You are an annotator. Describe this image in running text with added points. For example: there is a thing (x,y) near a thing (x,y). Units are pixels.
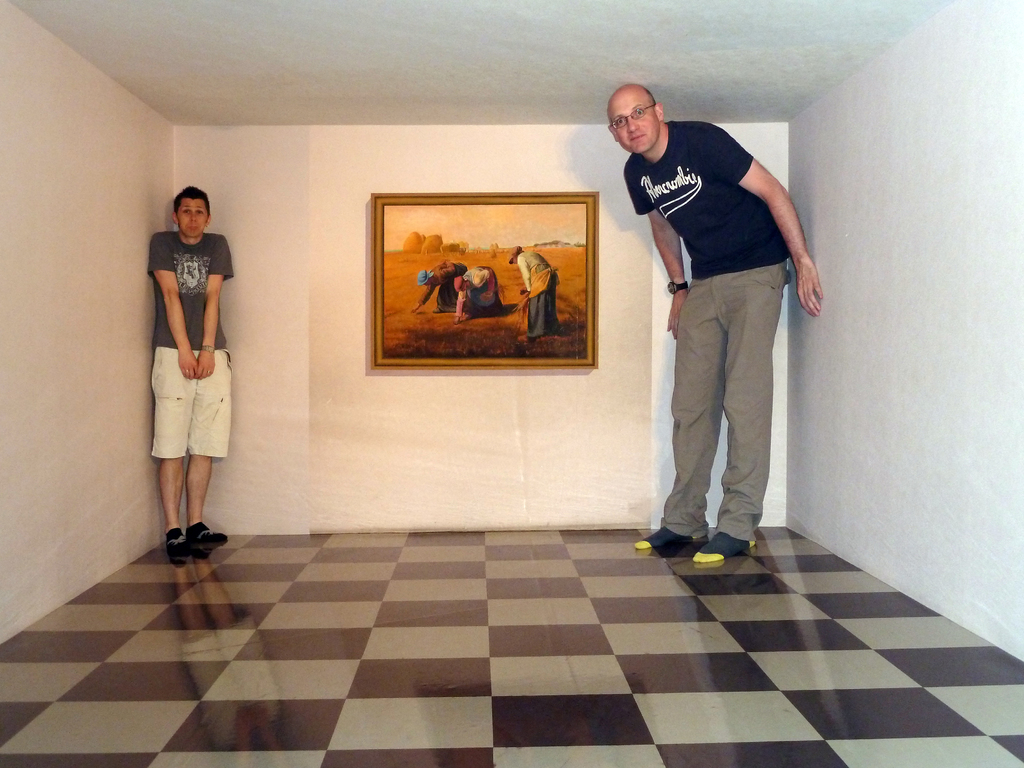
In this picture we can see two persons (713,360) are standing, in the background (340,367) there is a wall (317,320), we can see a portrait (529,275) on the wall (307,289).
